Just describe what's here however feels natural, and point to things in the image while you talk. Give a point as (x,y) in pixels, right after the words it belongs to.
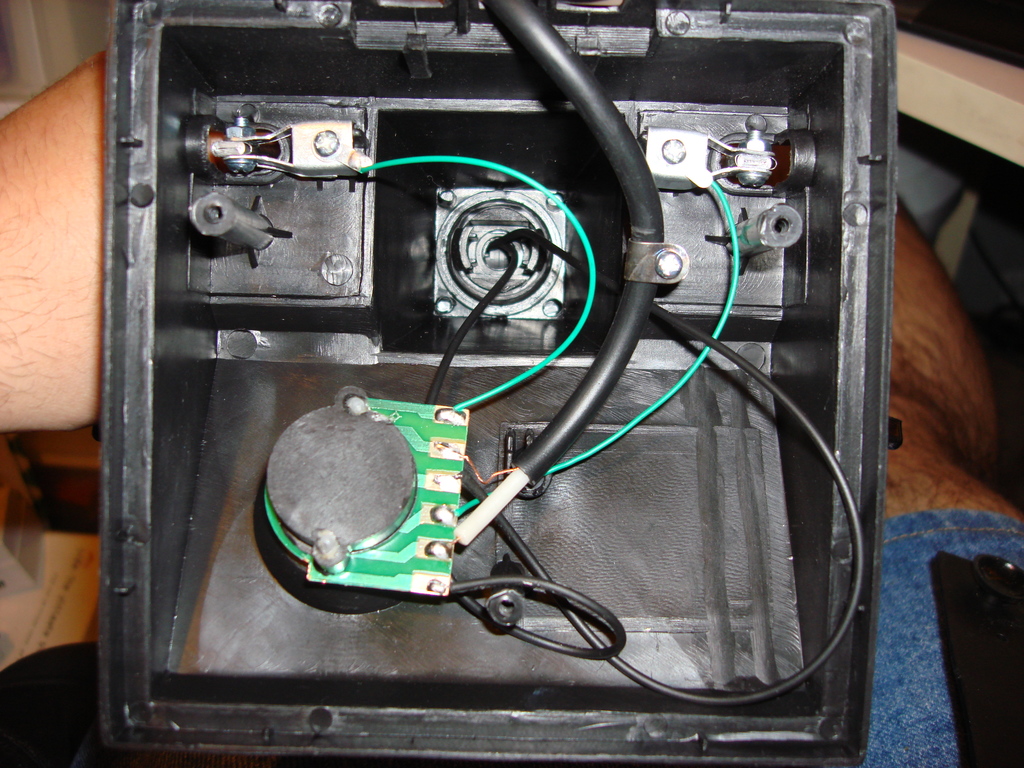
In the center of the image (600,333) there is some object (727,649) with wires (543,45). At the bottom of the image (895,742) there is a person's leg (906,507).
